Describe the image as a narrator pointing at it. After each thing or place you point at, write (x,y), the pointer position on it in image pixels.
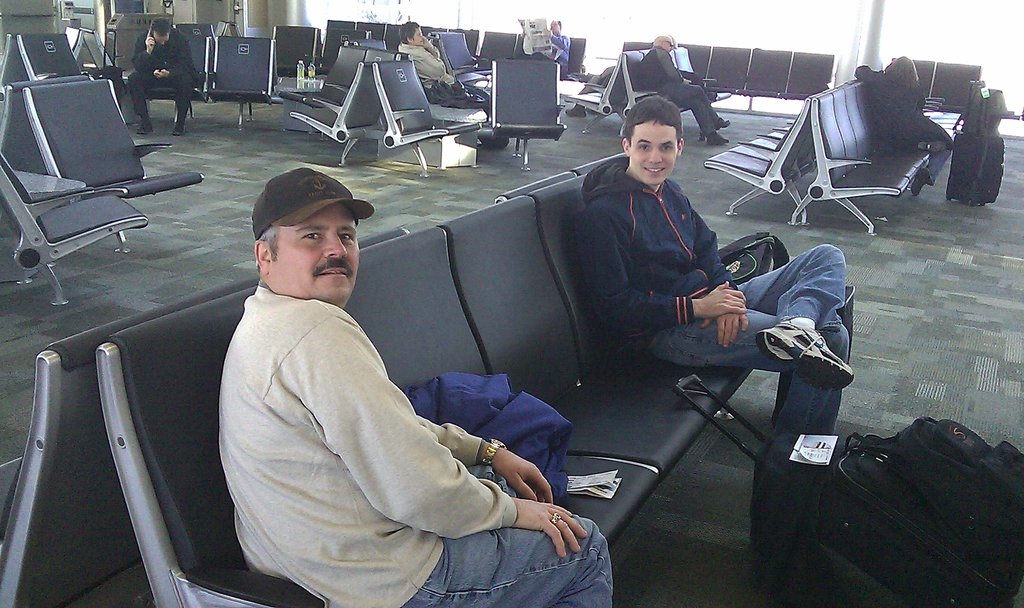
Here in this picture we can see two persons (609,273) sitting on the bench (577,285) present on the ground (743,546) over there and the person (339,283) on the left side (340,259) is wearing a cap (327,196) on him and in front of them we can see luggage bags (901,482) present over there and behind them also we can see chairs (344,148) and benches (839,101) present all over there and we can see people (174,57) sitting on them with luggage bags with them.
